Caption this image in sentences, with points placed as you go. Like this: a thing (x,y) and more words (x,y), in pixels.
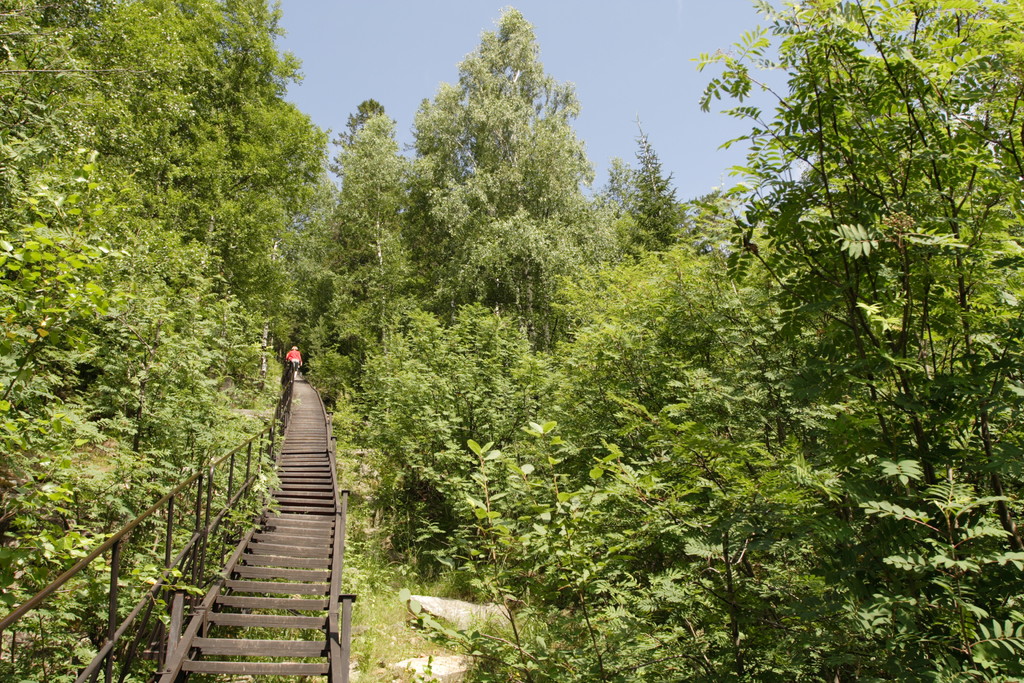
In this image we can see one forest (788,386) with some trees (798,289), bushes (149,300), plants (132,464) and grass (427,591) on the surface (405,647). There are two rocks (451,664) on the surface (357,662), one bridge (301,468), one person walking on the bridge (290,391) and at the top (771,50) there is the sky (325,74).
